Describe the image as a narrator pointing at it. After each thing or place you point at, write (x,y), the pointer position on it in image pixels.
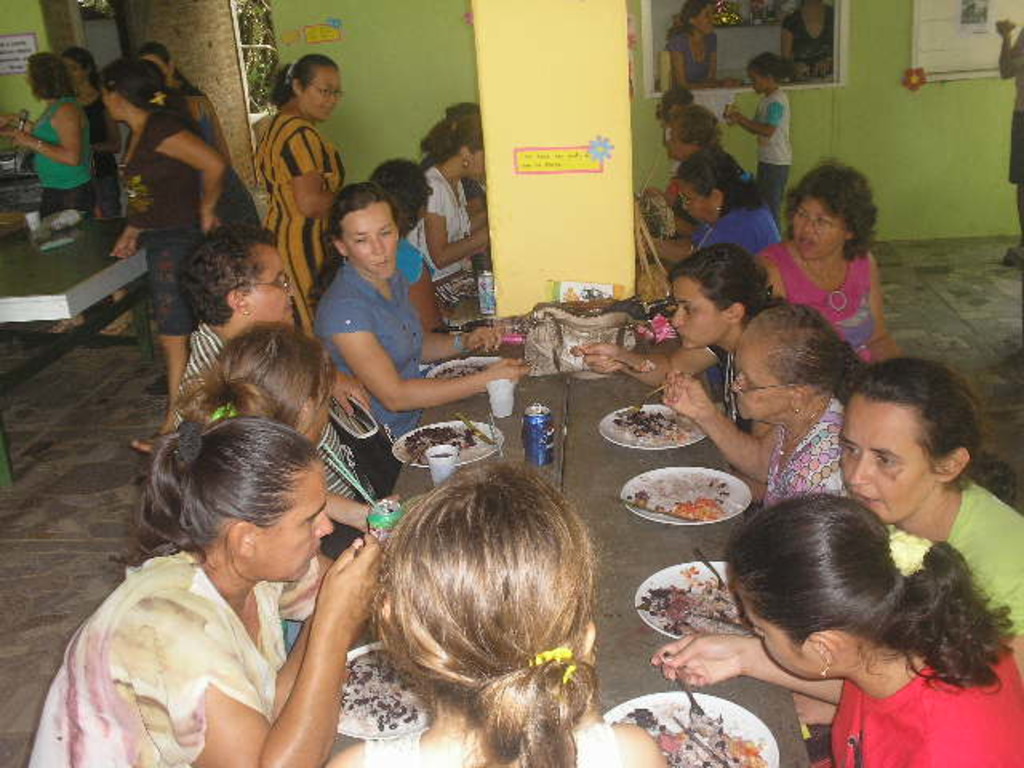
This picture describes about group of people (328,265), few are seated on the chairs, in front of them we can find few cups (508,397), tin (531,437), plates (491,433) and food (471,443) on the table (626,551), in the background (885,90) we can see few posters (982,14) on the wall (863,144).
